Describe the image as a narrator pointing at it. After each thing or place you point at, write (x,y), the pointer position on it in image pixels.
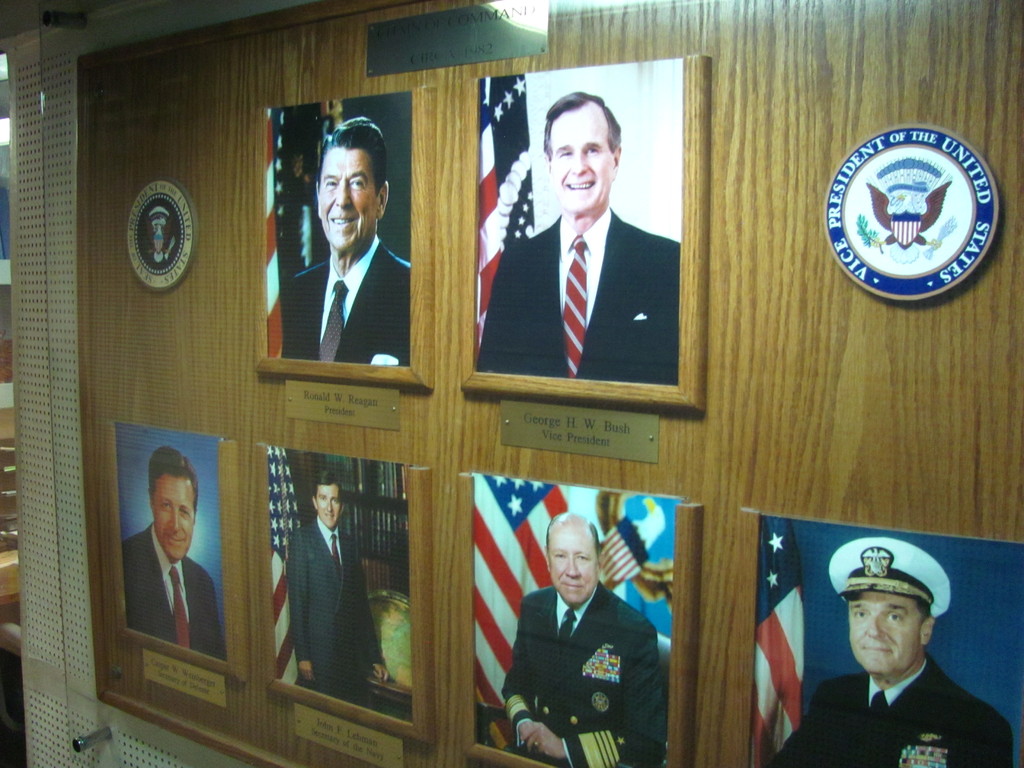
In this image I can see few photos (577,190) of people (333,199) on the wall (443,156). I can also see number of boards (530,54) on the wall (556,54) and on it I can see something is written. On the top left side of this image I can see a light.
